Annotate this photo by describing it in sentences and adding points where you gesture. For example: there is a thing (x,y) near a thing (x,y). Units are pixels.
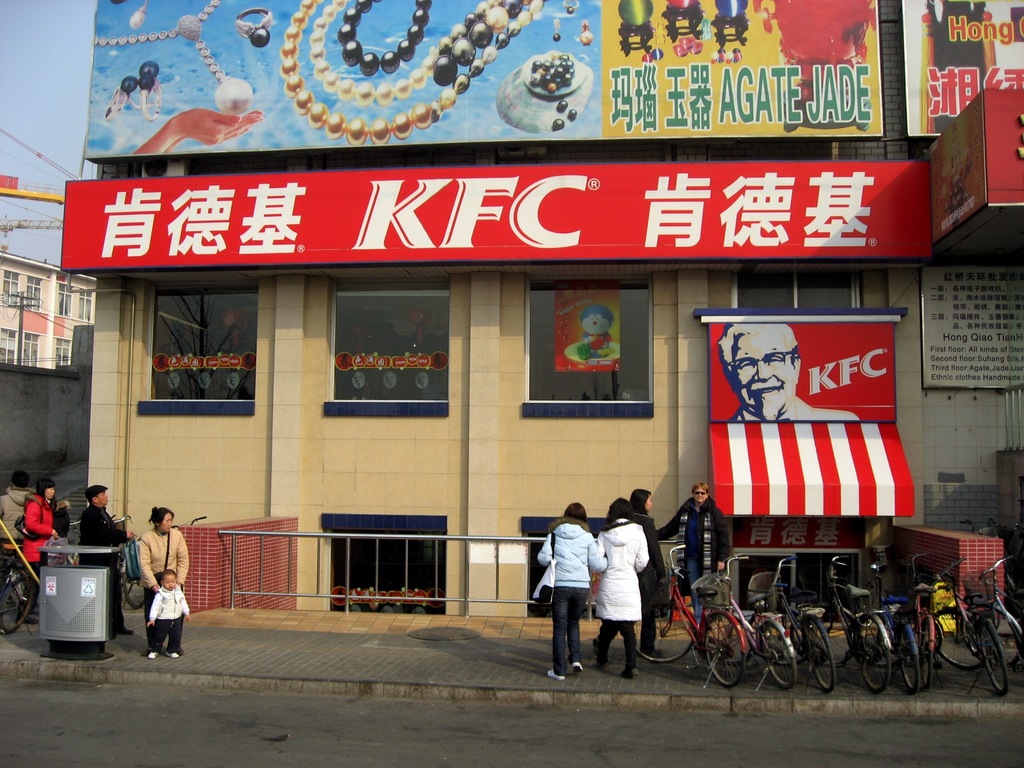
In this image there are buildings (468,288). At the bottom (312,753) there is a road (226,705). On the left (87,598) we can see a bin (79,616) and there are people (614,634). We can see bicycles (872,633) placed in a row. In the background (88,60) there are wires (67,175) and sky (61,83).
